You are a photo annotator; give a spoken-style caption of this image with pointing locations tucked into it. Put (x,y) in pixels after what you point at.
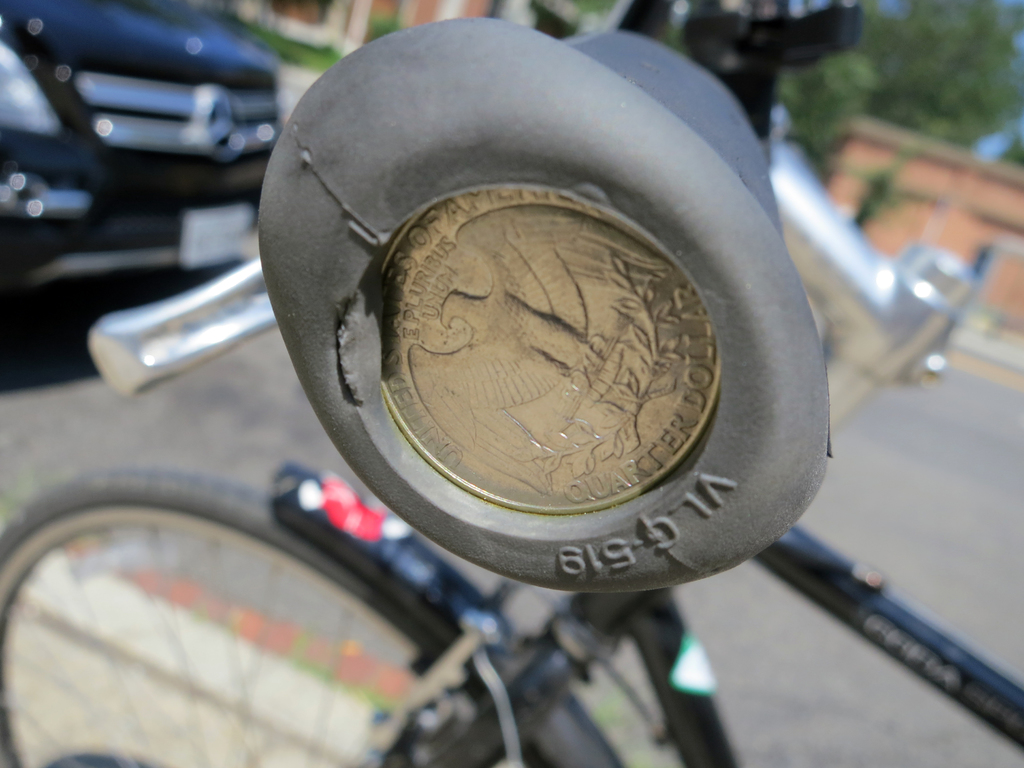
In this image we can see the handle (798,362) of a bicycle (382,533). The background of the image (31,41) is blurred, where we can see the bicycle (972,674), a car (116,96) and trees (933,36) in the background (925,26).
